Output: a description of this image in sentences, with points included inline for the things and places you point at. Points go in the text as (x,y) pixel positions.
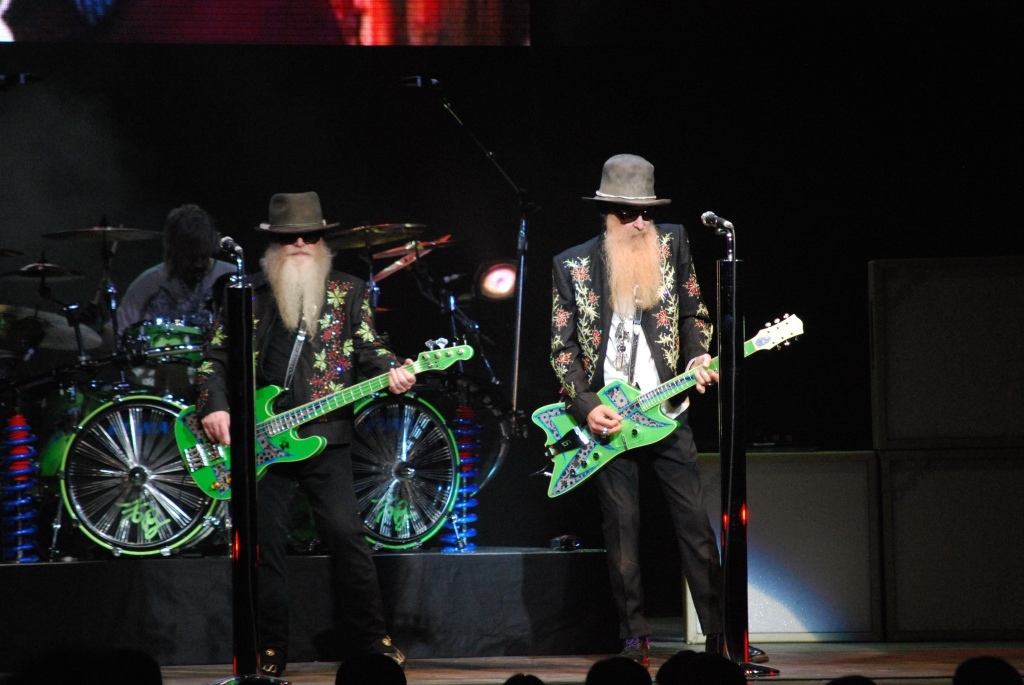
The person (366,348) wearing black suits (332,368) is playing guitar (638,403) in front of a mike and there is another person (178,277) in the background (176,280) playing drums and there are also audience (699,663) in front of them.
